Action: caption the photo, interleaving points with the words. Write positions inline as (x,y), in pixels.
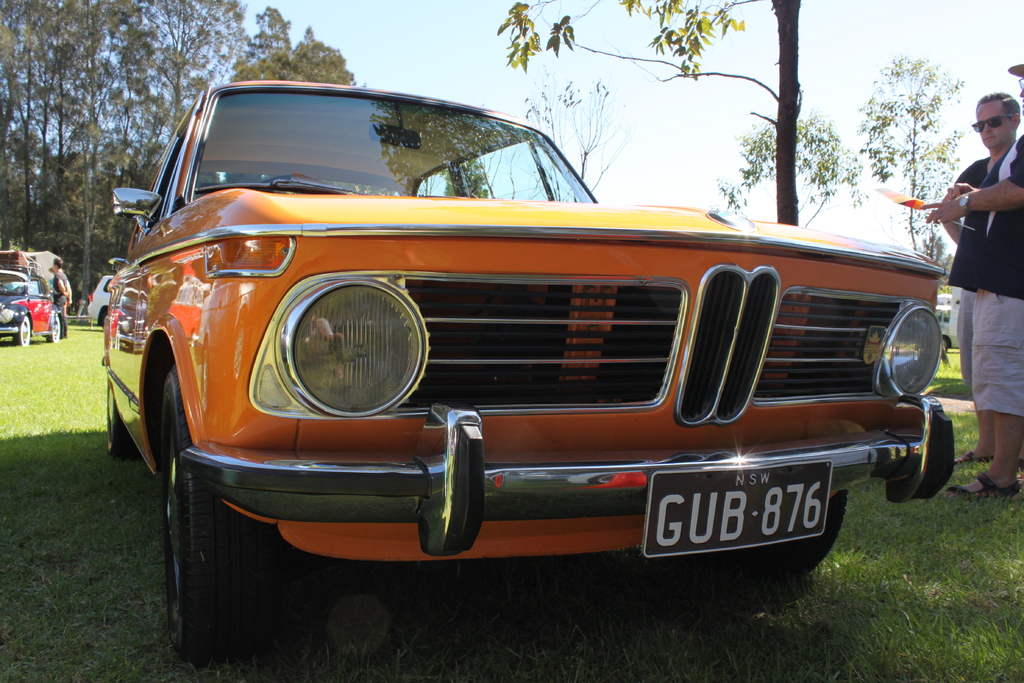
This picture shows few cars (120,312) parked and few people (54,298) standing and we see trees (206,49) and grass (124,541) on the ground (427,677) and we see a blue sky (460,9) and a man (971,171) wore sunglasses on his face (988,135) and we see a car (341,249) in orange color and another car (15,323) in red color.
